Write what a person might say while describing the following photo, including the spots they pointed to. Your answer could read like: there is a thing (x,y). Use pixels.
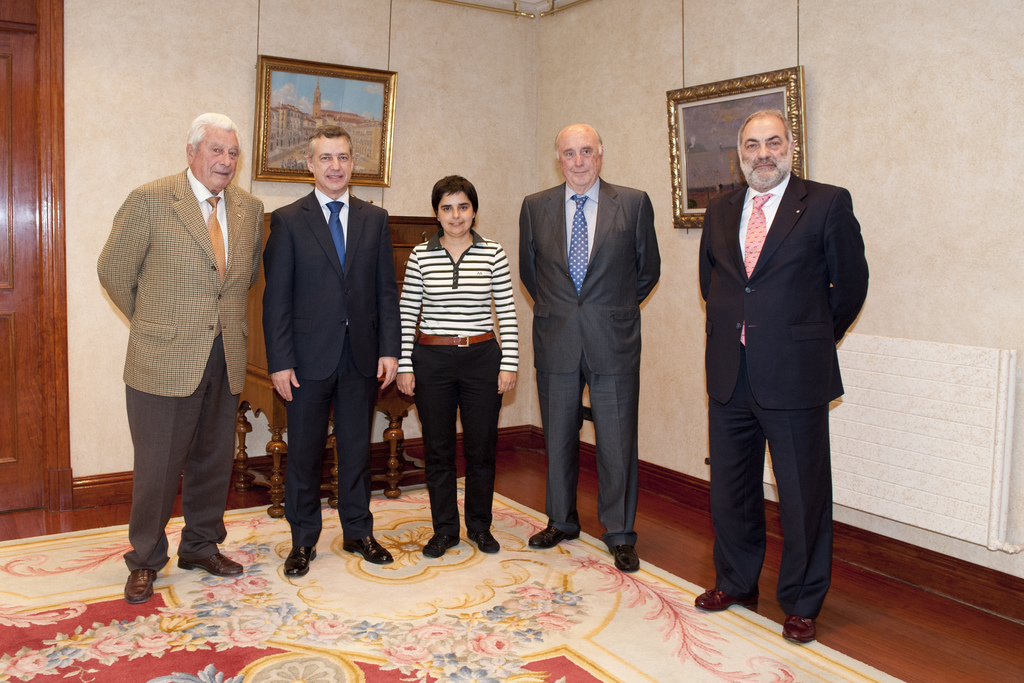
In this image I can see group of people (408,314) standing. The person (768,339) at right (780,339) is wearing black blazer (782,287) and white shirt (768,223), background (422,100) I can see few frames (672,114) attached to the wall (533,138) and the wall (521,106) is in cream color and I can see the wooden door (14,268) in brown color.
